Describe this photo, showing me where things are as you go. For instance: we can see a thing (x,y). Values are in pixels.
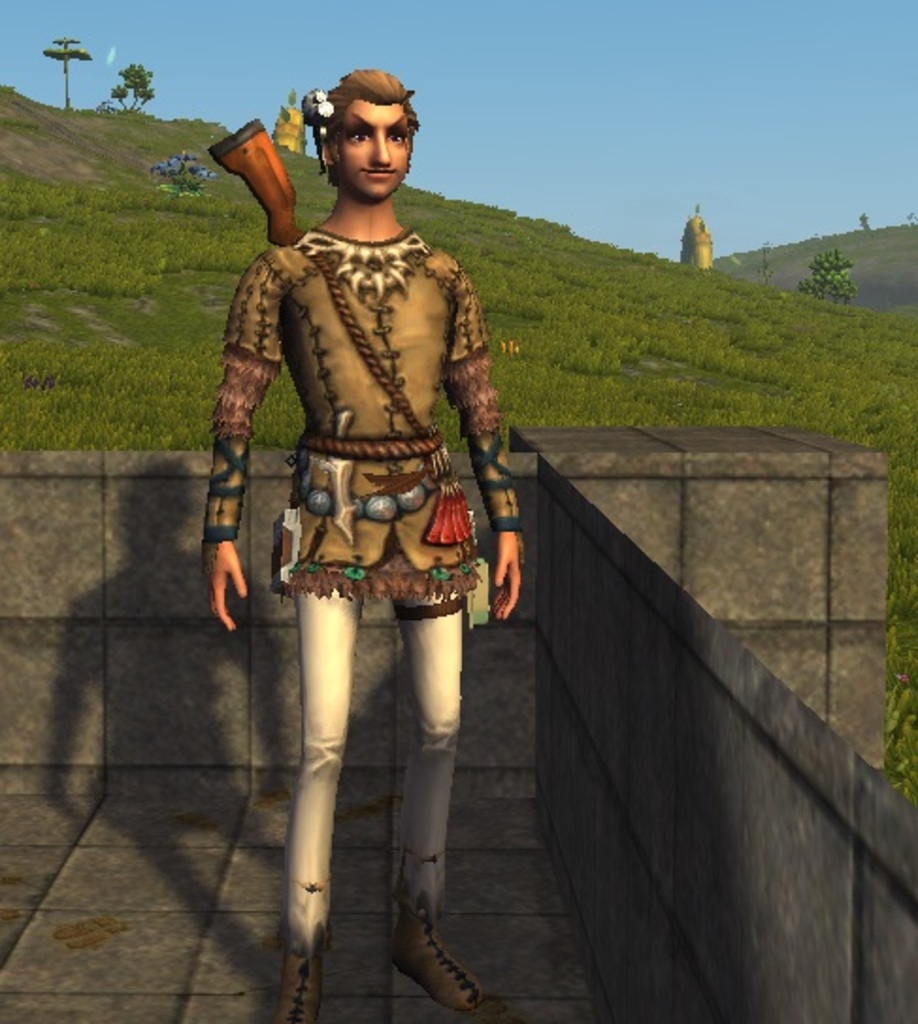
It is an animated image, in the middle (421,673) a man (425,539) is there. This is the grass (656,331), at the top (707,112) it's a sky (668,119).
